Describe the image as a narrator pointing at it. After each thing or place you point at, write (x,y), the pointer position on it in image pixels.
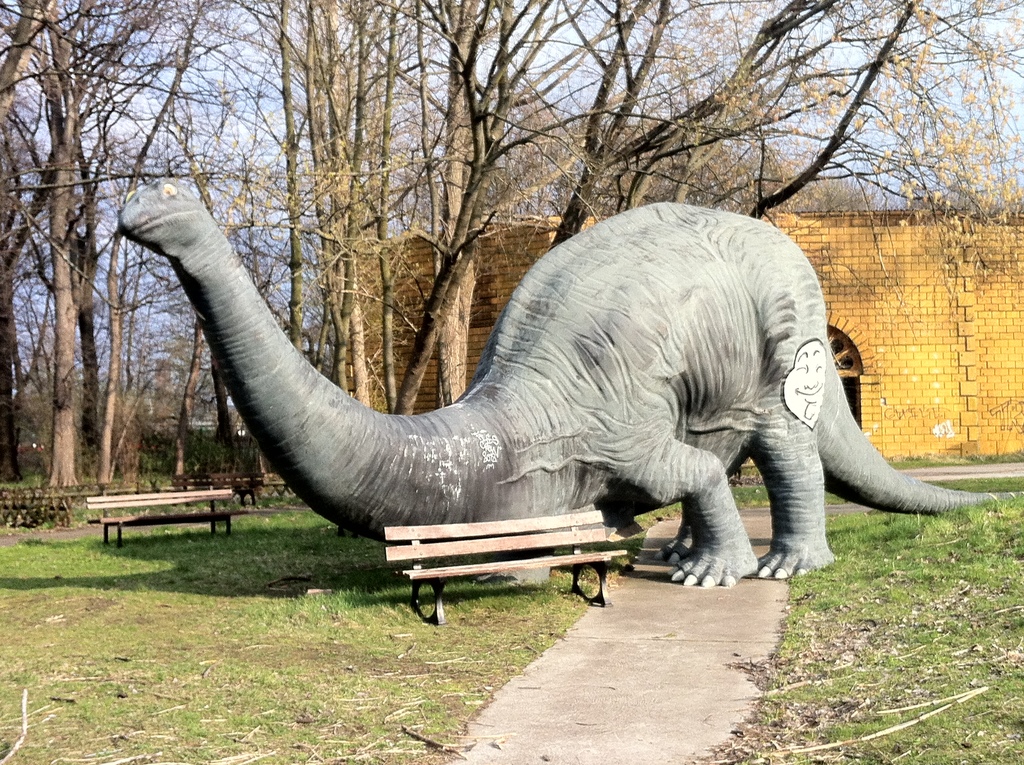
In the picture I can see a statue (525,398) of a dinosaur (551,431), benches (524,565), a building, the grass (250,595) and trees (313,171). In the background (233,100) I can see the sky (276,99).
